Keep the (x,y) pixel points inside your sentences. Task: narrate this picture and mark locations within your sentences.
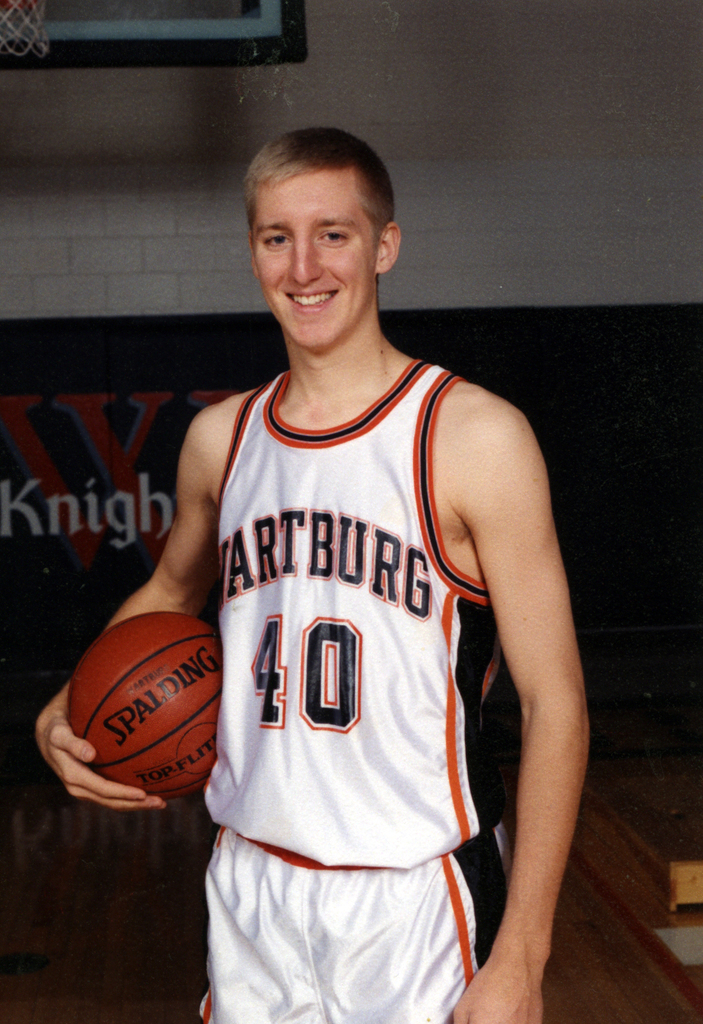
In the center of the picture (281,530) there is a boy (367,558) in white dress (357,792) holding a basketball (166,656), he is smiling. On the top left (10,24) there is basketball net (45,17). In the background (233,334) there is a banner (131,359) and wall (225,83).
